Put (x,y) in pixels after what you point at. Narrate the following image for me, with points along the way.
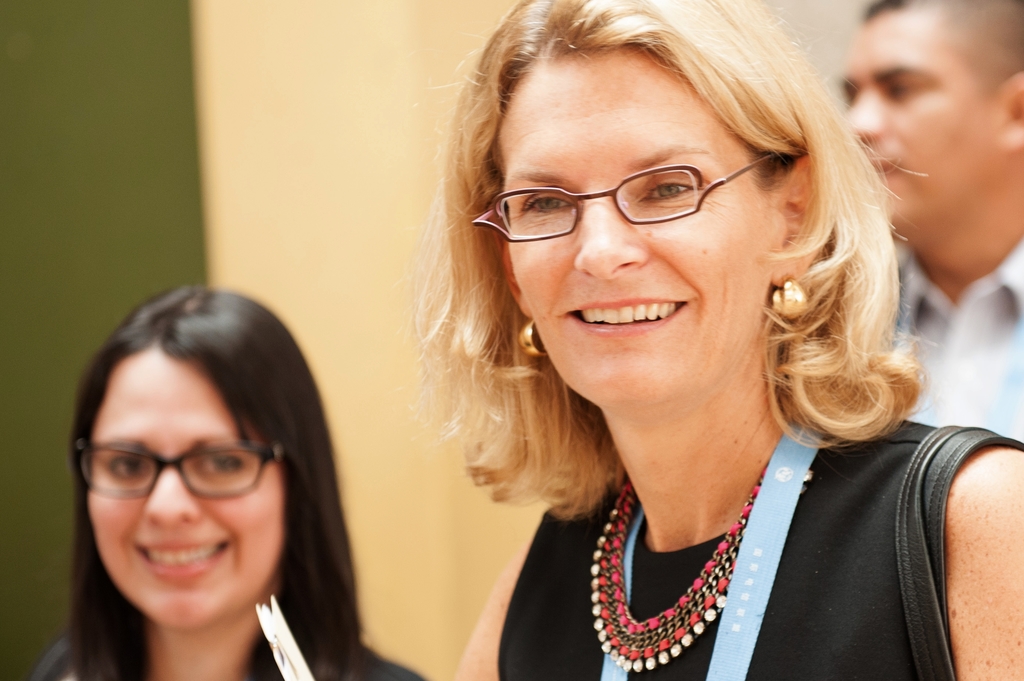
In this image we can see three persons (776,198). Behind the persons (445,373) we can see a wall (370,298).
